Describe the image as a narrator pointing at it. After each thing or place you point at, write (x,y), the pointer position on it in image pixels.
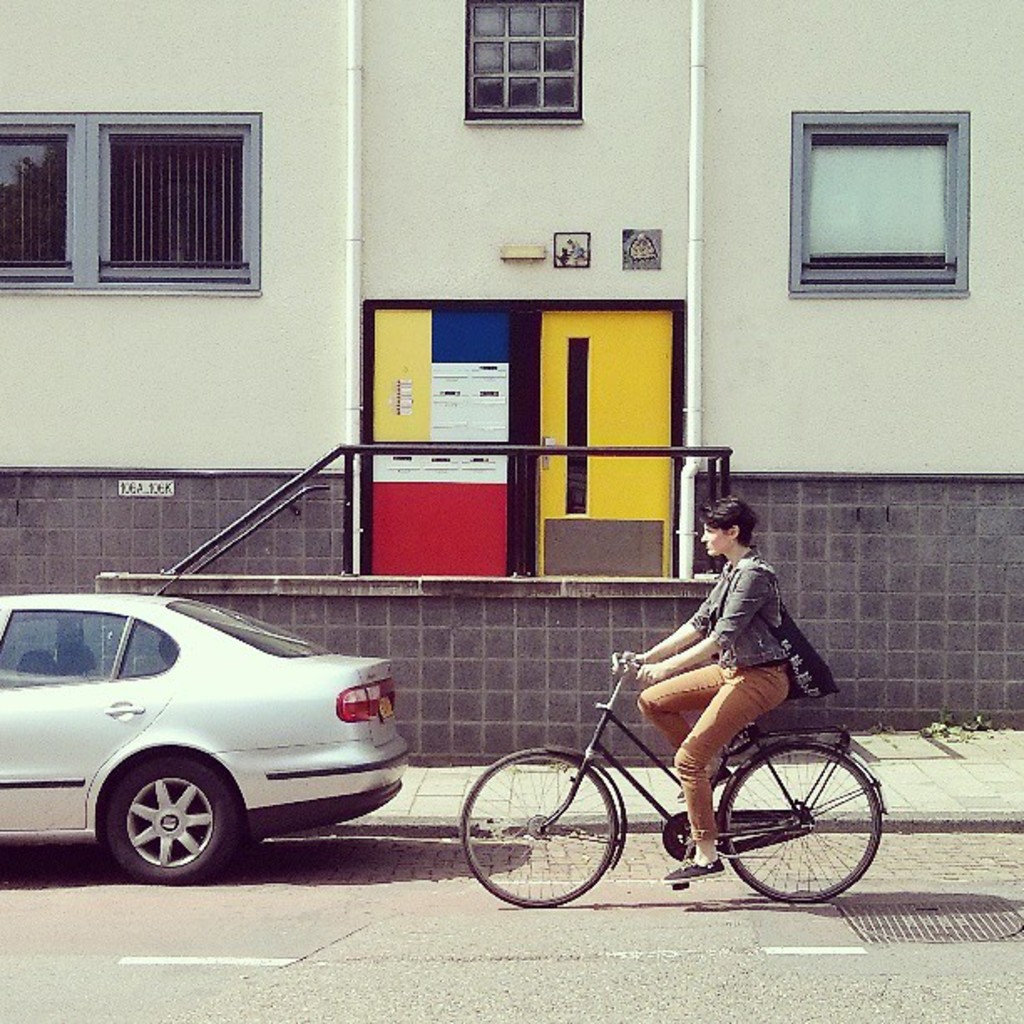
In this image we can see a person (763,673) riding a bicycle (754,827) and there is a car (204,872) on the road (425,917). In the background (429,437) there is a building (370,267) and we can see windows (884,278). There is a railing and we can see a door (626,434).
